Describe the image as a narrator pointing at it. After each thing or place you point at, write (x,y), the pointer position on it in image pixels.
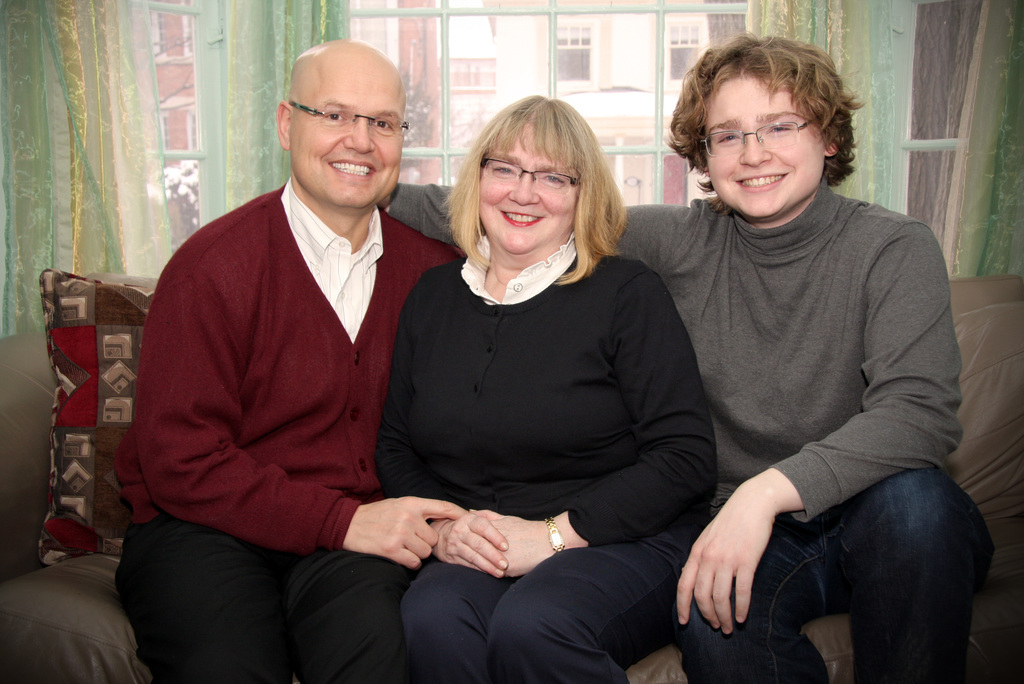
In this image we can see three persons (605,438), two men (787,314) and a woman (582,429) sitting on couch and in the background of the image (443,105) there is window (209,188), curtain (162,203) through which we can see some buildings (463,93).
